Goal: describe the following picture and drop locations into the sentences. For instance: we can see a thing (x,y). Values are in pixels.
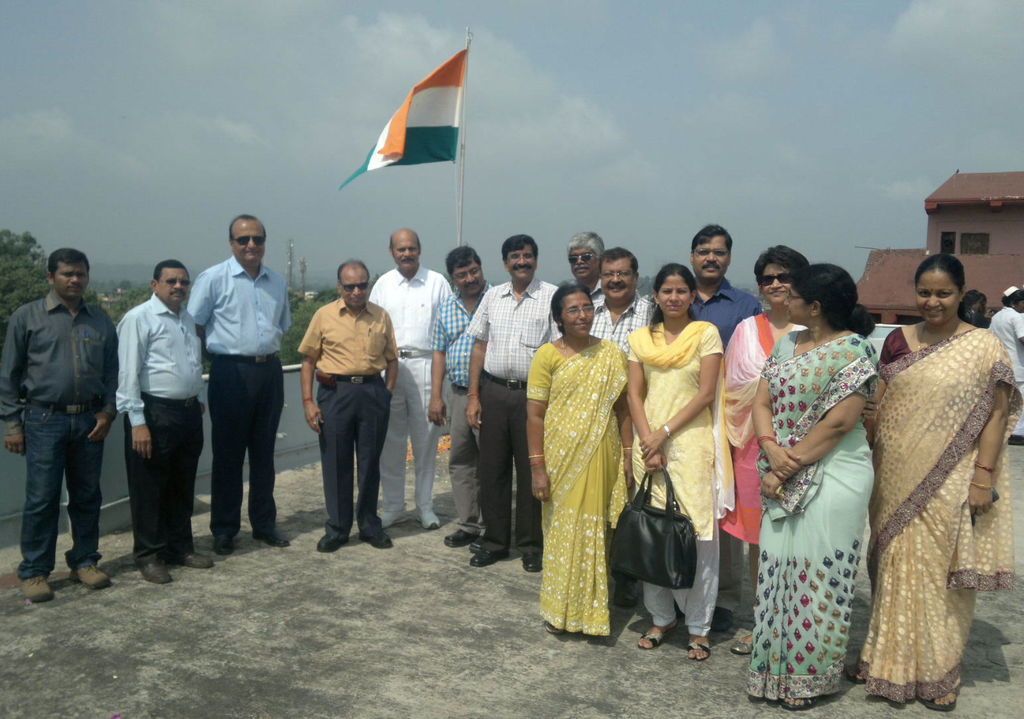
In this picture we can see people (271,512) standing in front of a flag (441,116) and looking at someone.
